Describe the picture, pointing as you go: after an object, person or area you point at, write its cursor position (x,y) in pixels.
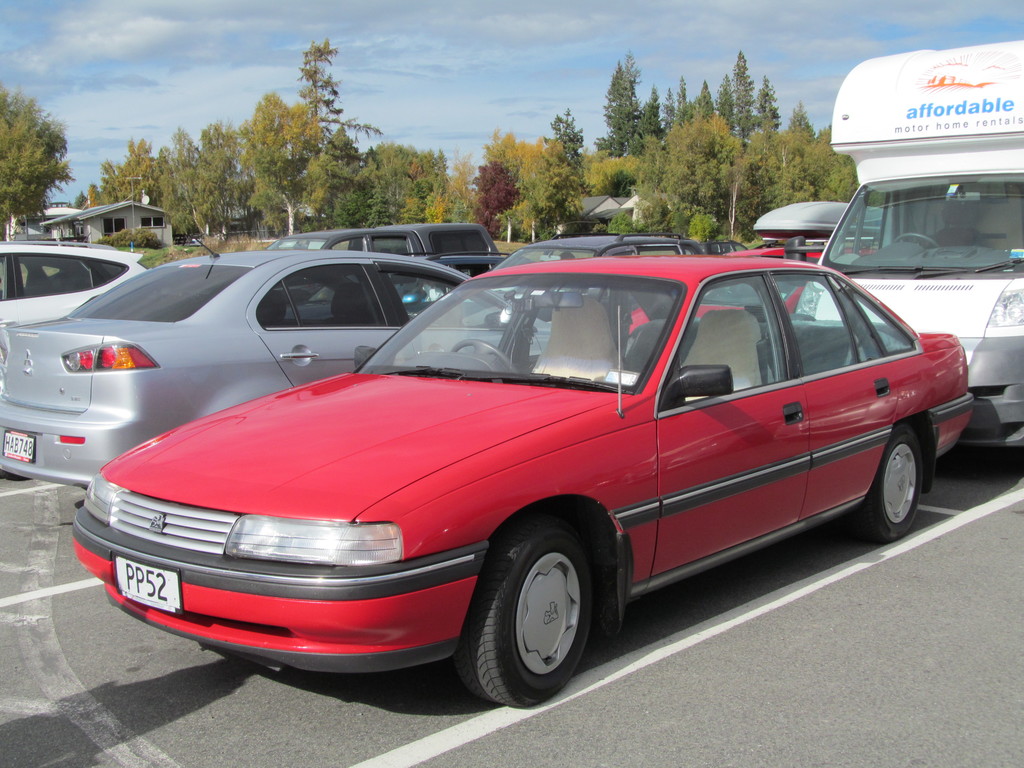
This is an outside view. Here I can see many vehicles (470,465) on the road (712,668). In the background (403,155) there are many trees (280,169) and few buildings (148,225). At the top of the image (440,50) I can see the sky (201,38) and clouds (123,27).
